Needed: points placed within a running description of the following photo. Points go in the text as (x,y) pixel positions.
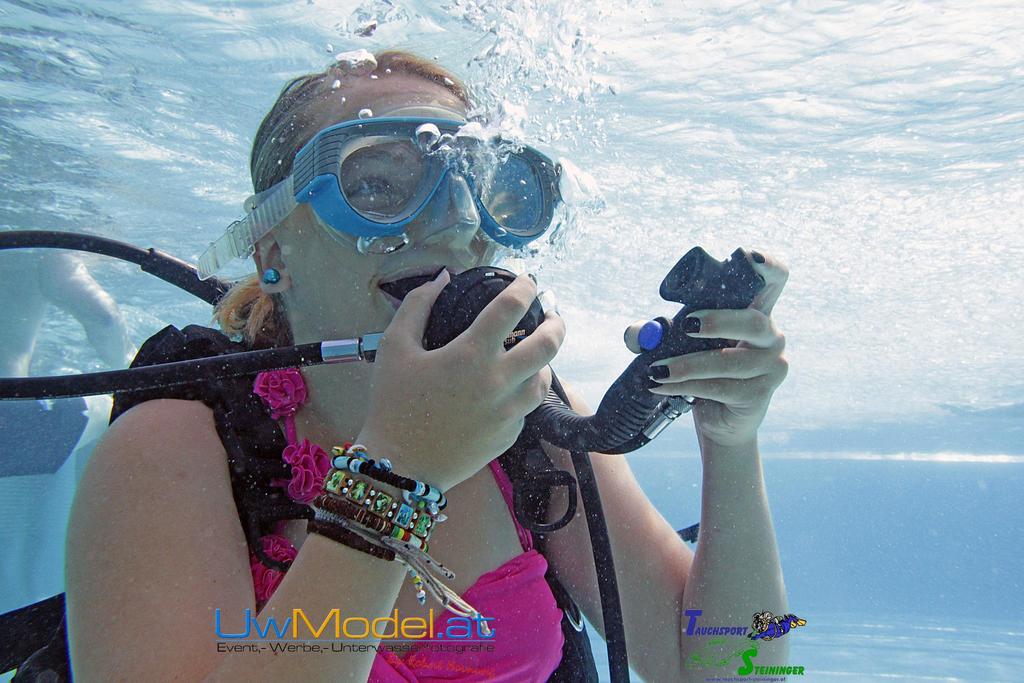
In this image there is a woman (228,456) under the water (872,545). She is putting the oxygen pipe (453,301) in her mouth (410,287). She is wearing a mask (368,184). Behind her there is another person (69,401) in the water (877,577). There are bubbles (508,50) in the water (510,45). At the bottom (431,634) there is text (689,634) on the image.
